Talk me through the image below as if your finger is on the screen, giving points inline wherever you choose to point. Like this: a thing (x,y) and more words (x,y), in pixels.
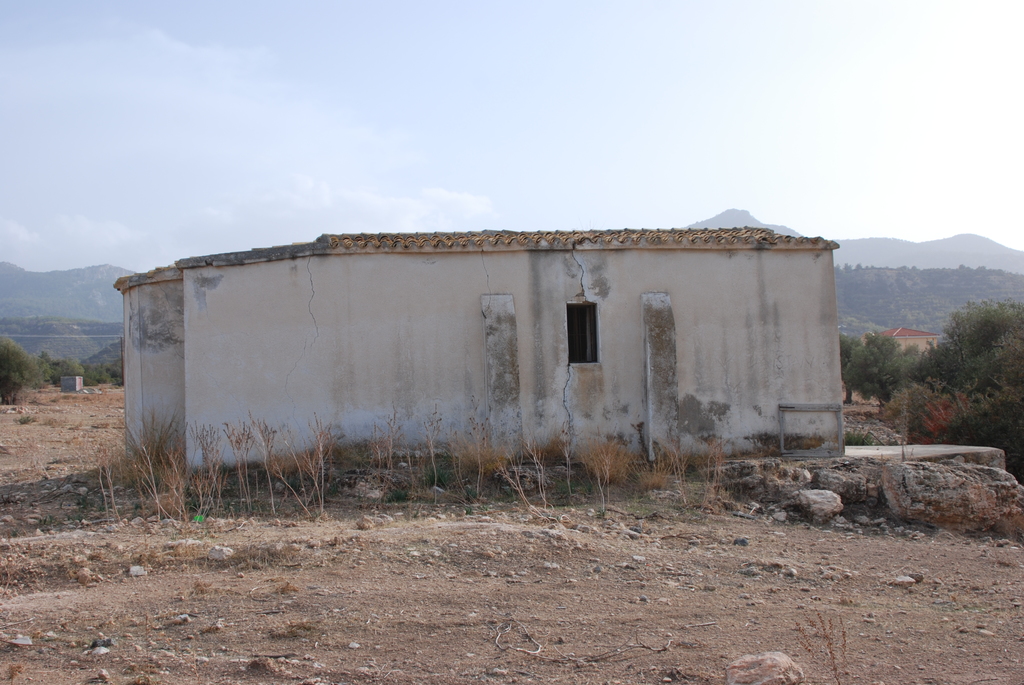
This picture shows building (801,338) and we see a old house (768,426) and we see trees (1003,414) and hills (53,276) and a cloudy sky (665,165) and we see few plants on the ground (369,523).
